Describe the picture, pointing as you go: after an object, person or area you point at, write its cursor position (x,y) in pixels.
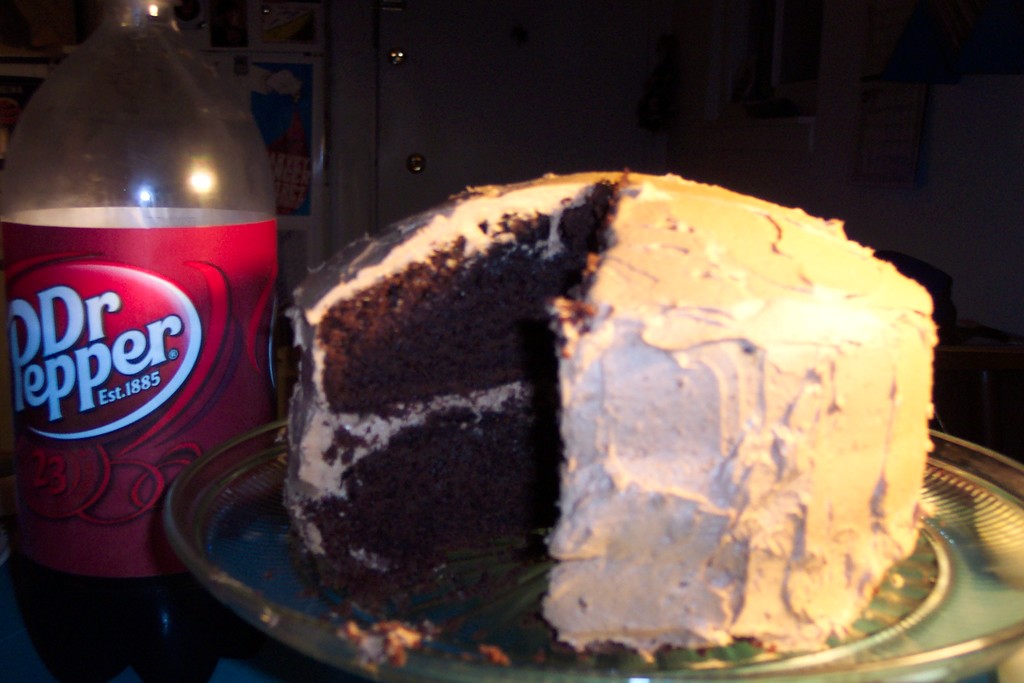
In this picture we can see plate (994,500) cake (333,432) on it and aside to that bottle (167,262) with sticker (129,312) to it and in background (626,114) it is dark.
